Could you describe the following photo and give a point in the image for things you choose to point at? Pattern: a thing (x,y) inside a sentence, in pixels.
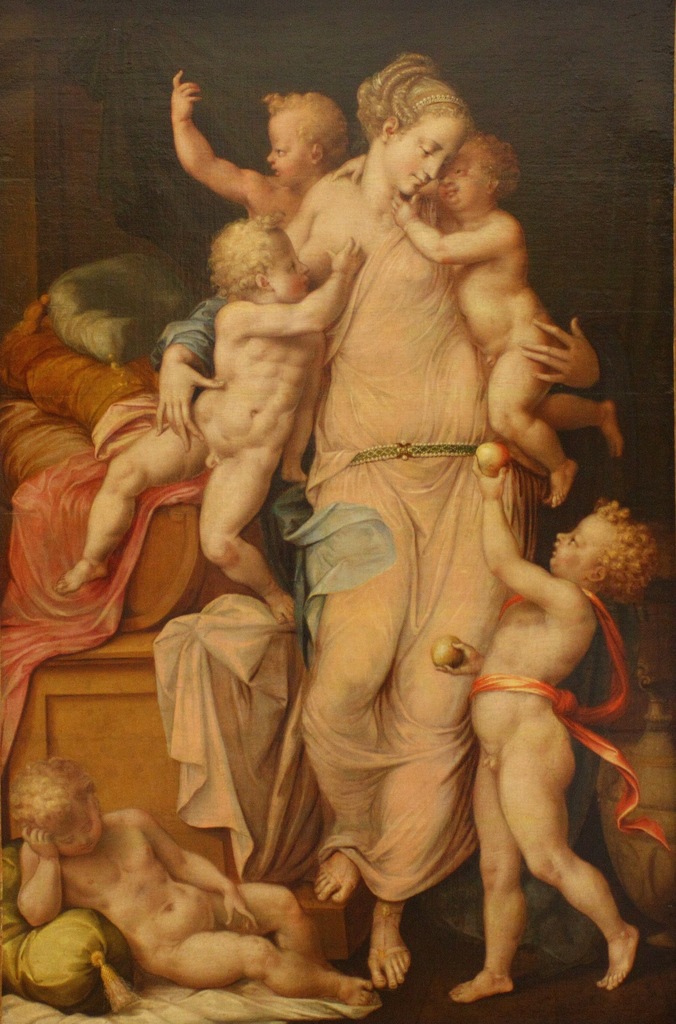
In the image there is a painting (335,232) of a woman (334,239) holding babies (176,116).
